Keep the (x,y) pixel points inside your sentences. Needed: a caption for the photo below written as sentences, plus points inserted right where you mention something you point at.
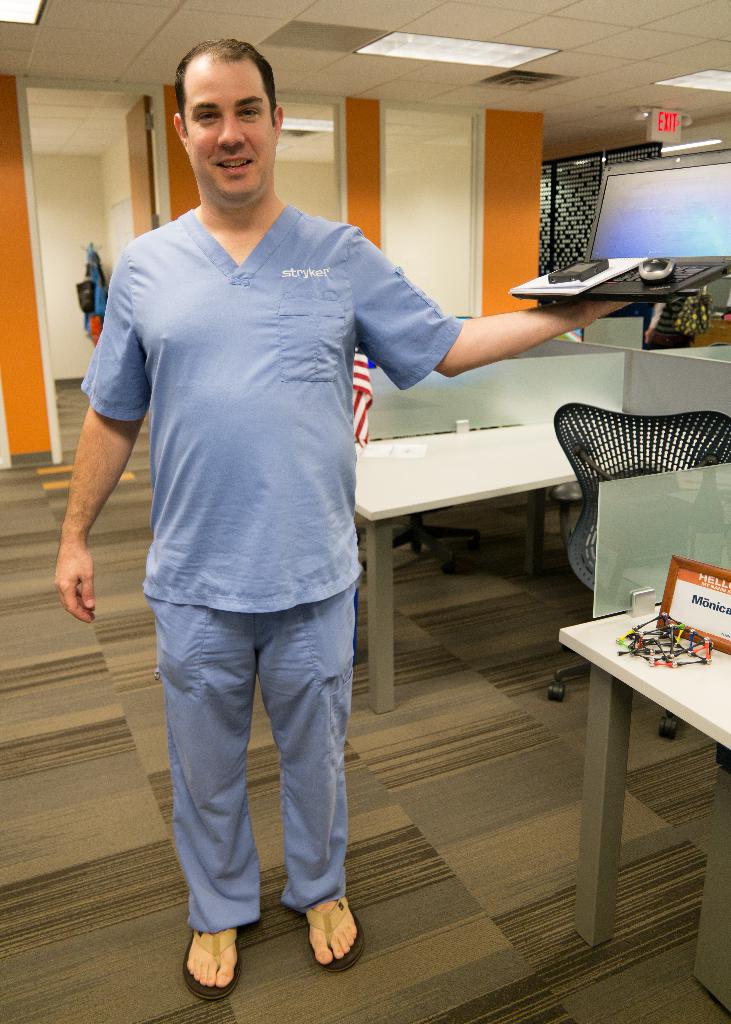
In this image I can see a person (356,936) standing wearing blue color dress (170,445) holding a laptop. Background (488,450) I can see a chair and table (475,448), I can also see the wall (416,170) in orange and cream color.
